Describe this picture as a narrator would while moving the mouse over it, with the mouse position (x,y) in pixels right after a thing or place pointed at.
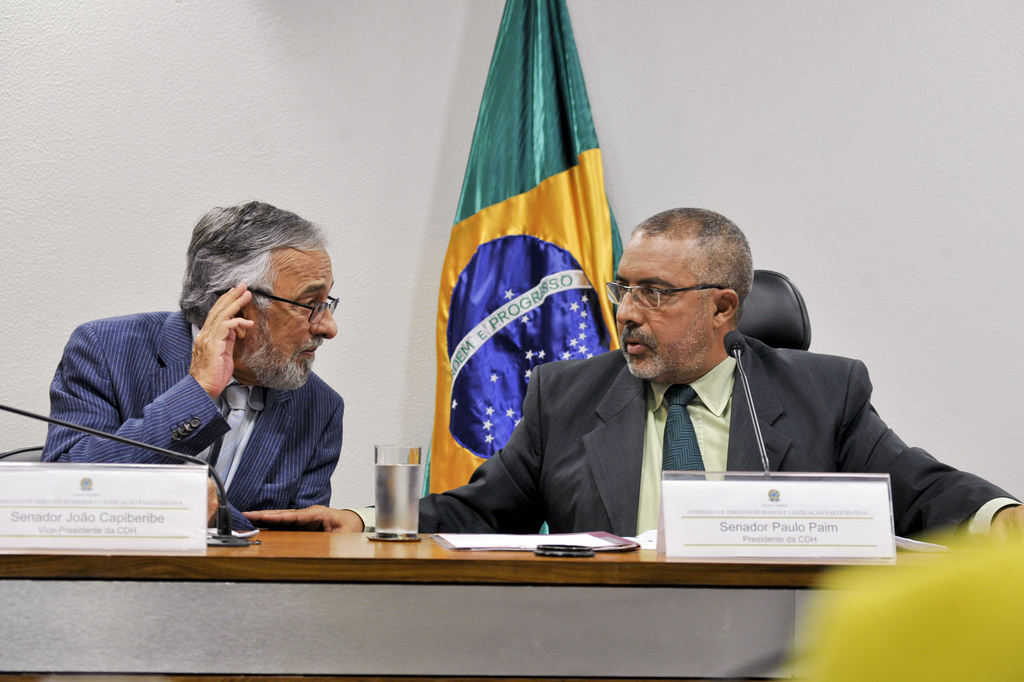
In this image I can see two persons (646,371) visible in front of table (440,582), on the table (514,597) I can see mike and glass (395,451), name plate (751,489), backside of person (673,249) I can see the wall (611,138), in front of wall (627,136) I can see a cloth (524,172).
